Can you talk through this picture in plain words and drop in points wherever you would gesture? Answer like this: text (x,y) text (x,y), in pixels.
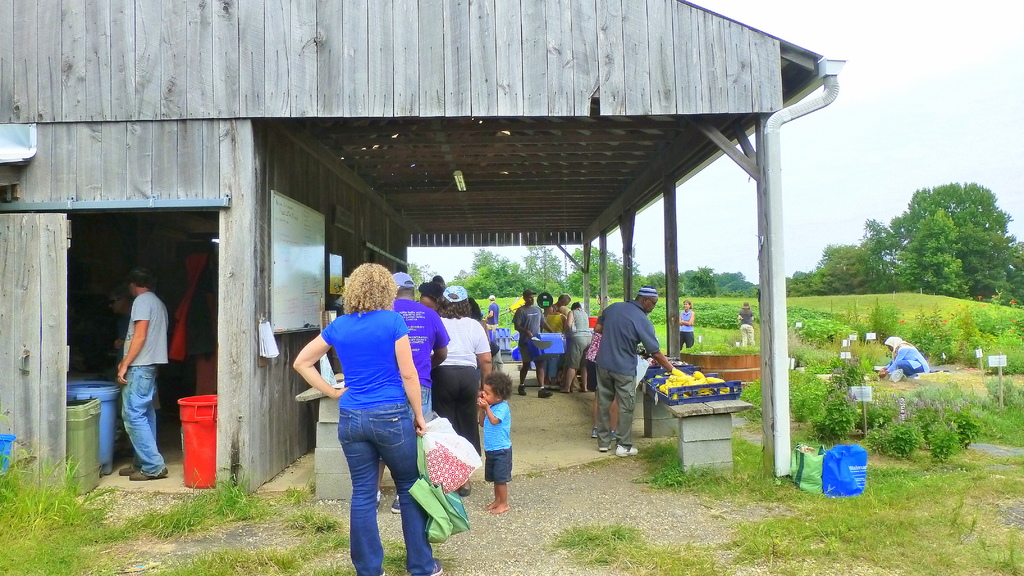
In this image in the center (348,357) there is one house (187,366) and there are some people (302,366) who are walking and some of them are standing and carrying bags (449,456). On the right side (693,373) there are some baskets (684,402), in that baskets (700,398) there are some vegetables (677,382). On the left side (109,421) there are some containers (213,436) and some people (151,355) are standing, on the right side (767,317) there are some trees (862,293) plants (902,421) and some poles (855,386) and one woman (900,369) is sitting and doing something. At the bottom (820,524) there is some grass (876,476) and some bags (838,473).
